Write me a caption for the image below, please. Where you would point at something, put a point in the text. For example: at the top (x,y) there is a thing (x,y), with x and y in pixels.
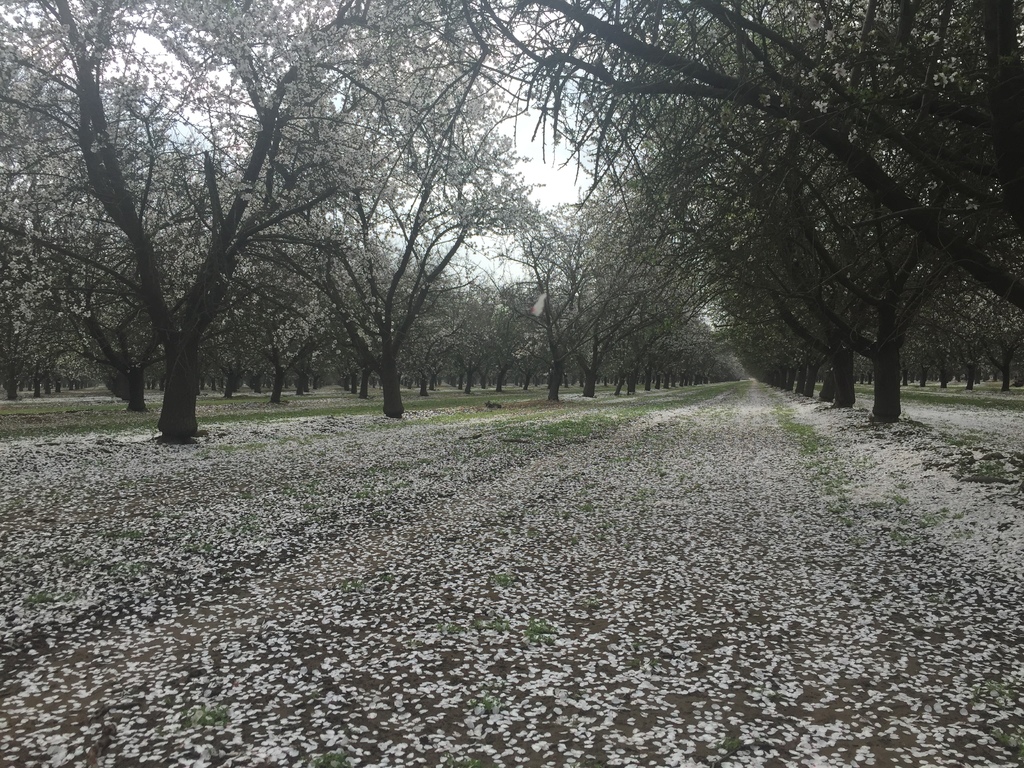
As we can see in the image there are trees (531,279) and sky (550,123).
